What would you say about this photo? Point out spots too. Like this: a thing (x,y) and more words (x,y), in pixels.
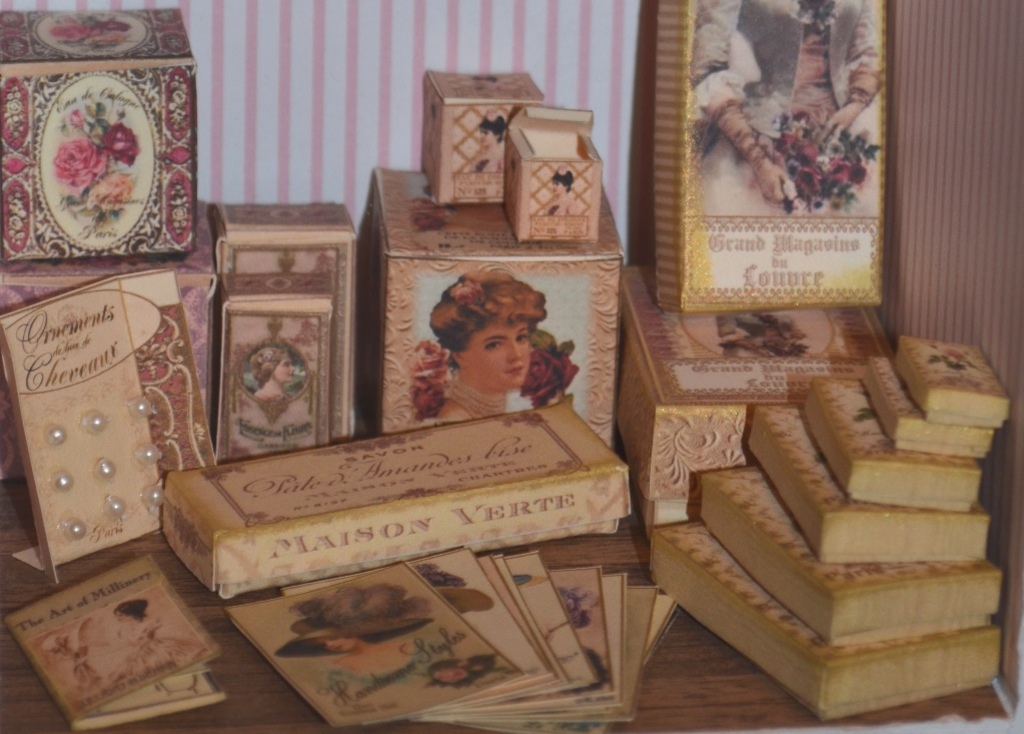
Here I can see a book (118,665), cards (420,584) and many boxes (566,369) are placed on a wooden surface (710,687). On the right side (973,205) there is a cloth (969,157). In the background (303,55) there is a wall (262,65).
